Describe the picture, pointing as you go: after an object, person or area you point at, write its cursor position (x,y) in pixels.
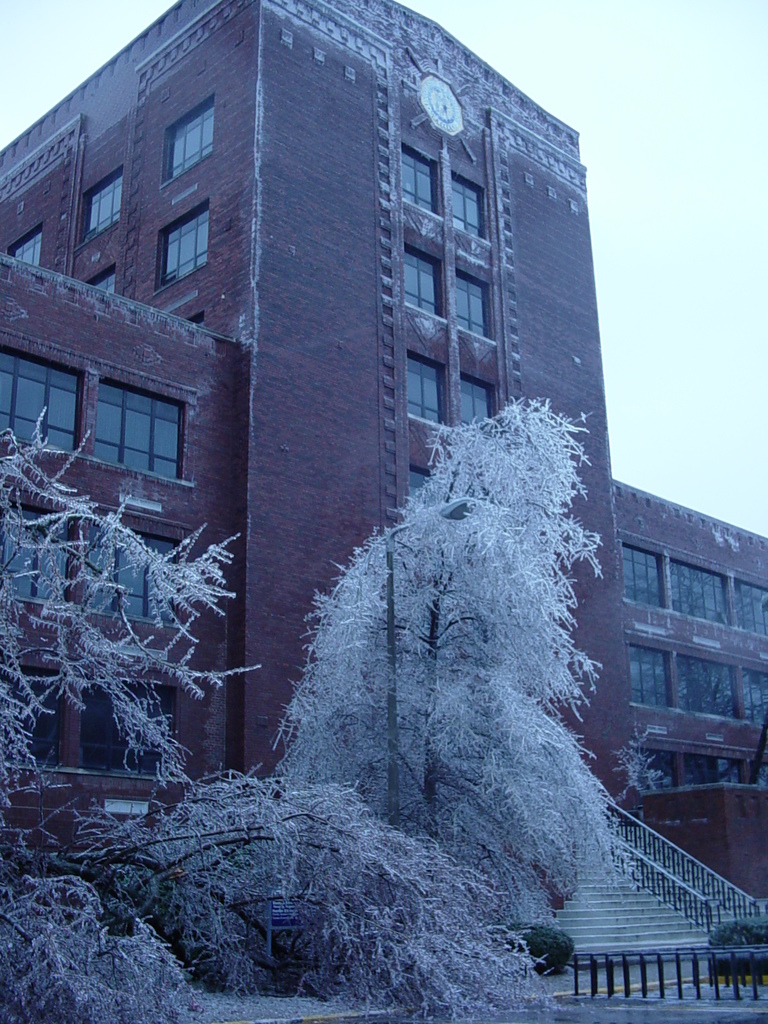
In this picture we can see trees (286,722), fences (662,865), steps (626,886), plants (534,934), windows (686,664), building (297,549) and in the background (673,289) we can see the sky (704,235).
